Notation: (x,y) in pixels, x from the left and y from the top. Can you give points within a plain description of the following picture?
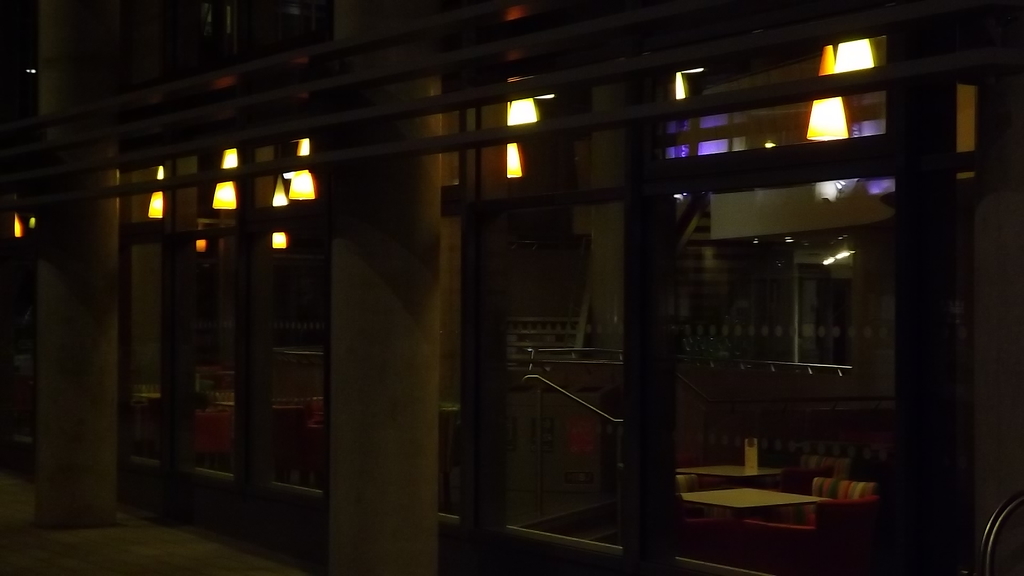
In this image we can see poles (389,367) and glass doors (687,422). Behind the doors (543,402), we can see tables (764,501), sofa (846,511), railing (556,350) and lights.
